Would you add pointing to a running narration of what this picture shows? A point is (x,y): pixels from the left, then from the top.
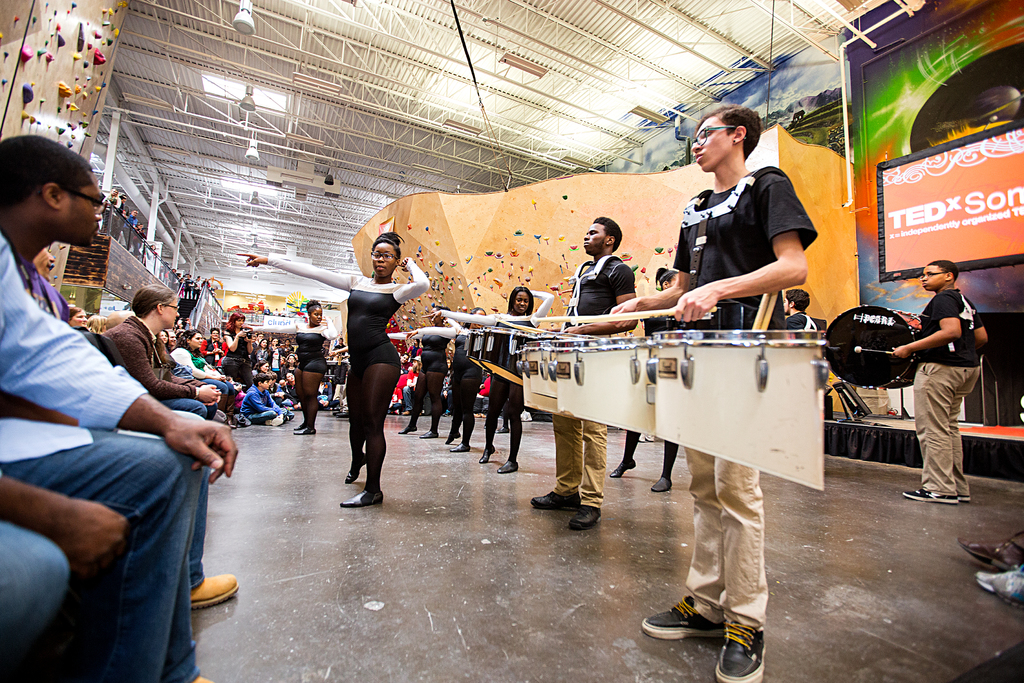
In the picture we can see a people (381,389) standing and performing a music and dance, in background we can see some people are sitting and watching them.
